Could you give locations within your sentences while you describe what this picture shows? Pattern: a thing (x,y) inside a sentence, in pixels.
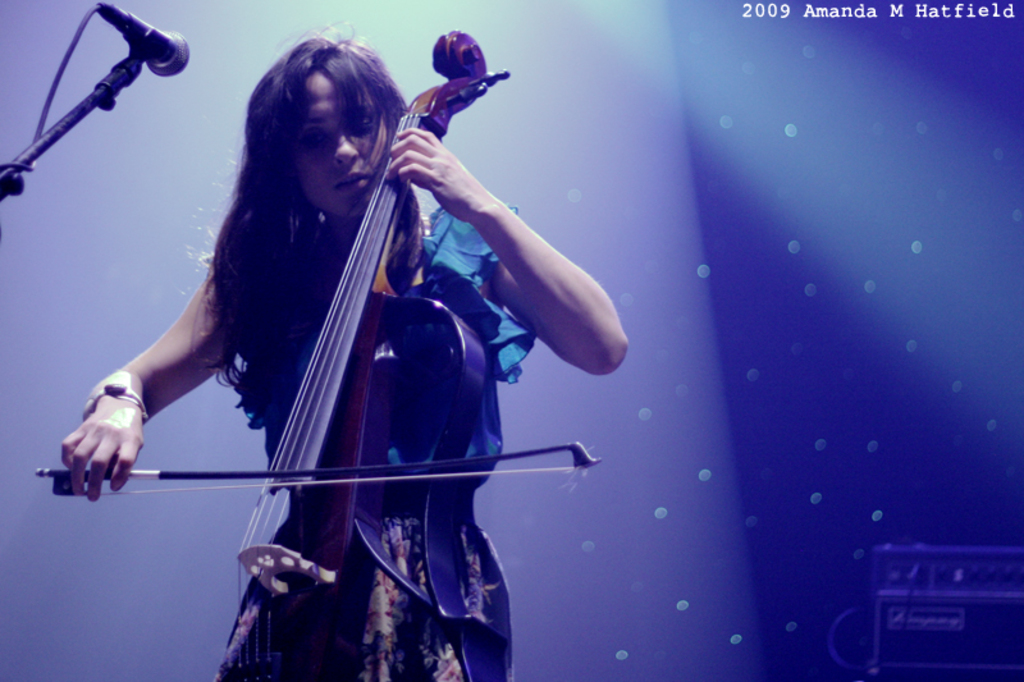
In this image we can see a woman (360,188) holding a cello (301,466) in her hands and playing it. This is the mic (132,43).
